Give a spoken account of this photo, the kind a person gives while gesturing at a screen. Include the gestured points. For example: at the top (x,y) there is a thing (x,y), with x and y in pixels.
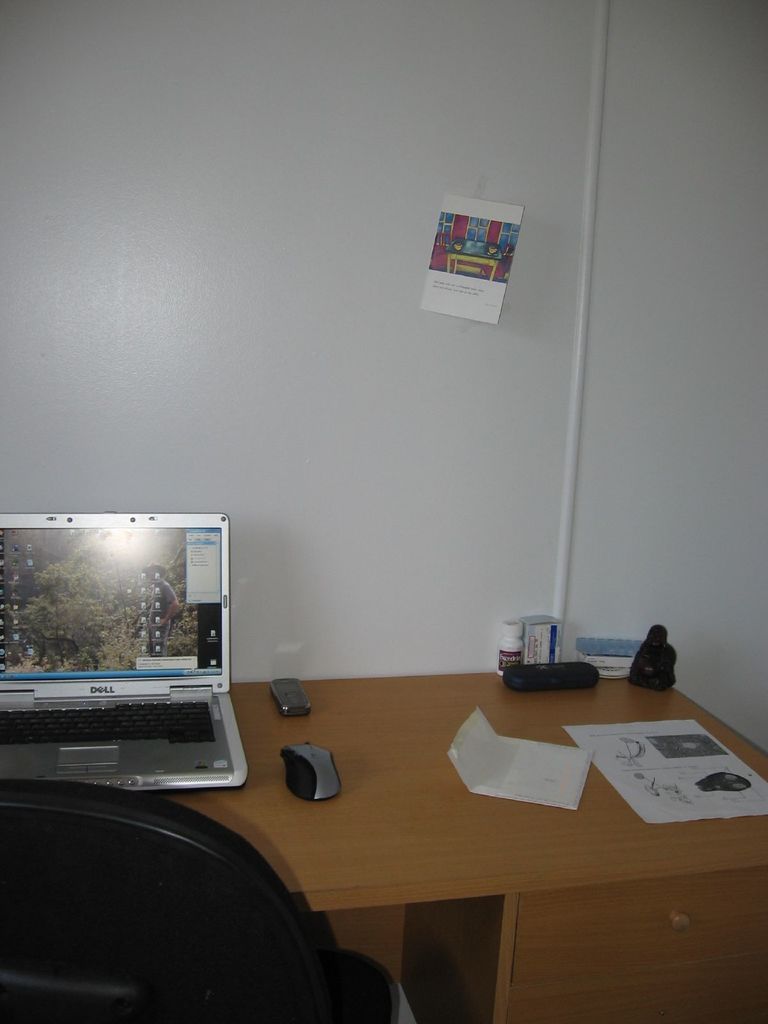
This picture is clicked inside the room (498,676). This picture contains a table (487,848) on which paper (661,806), book (536,770), mouse (321,785), mobile phone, plastic box (537,671) and laptop (200,628) are placed. On left bottom of picture (112,848), we see a black chair (166,978) and behind the table (311,836), we see white wall (370,192) on which poster (480,237) is sticked.
